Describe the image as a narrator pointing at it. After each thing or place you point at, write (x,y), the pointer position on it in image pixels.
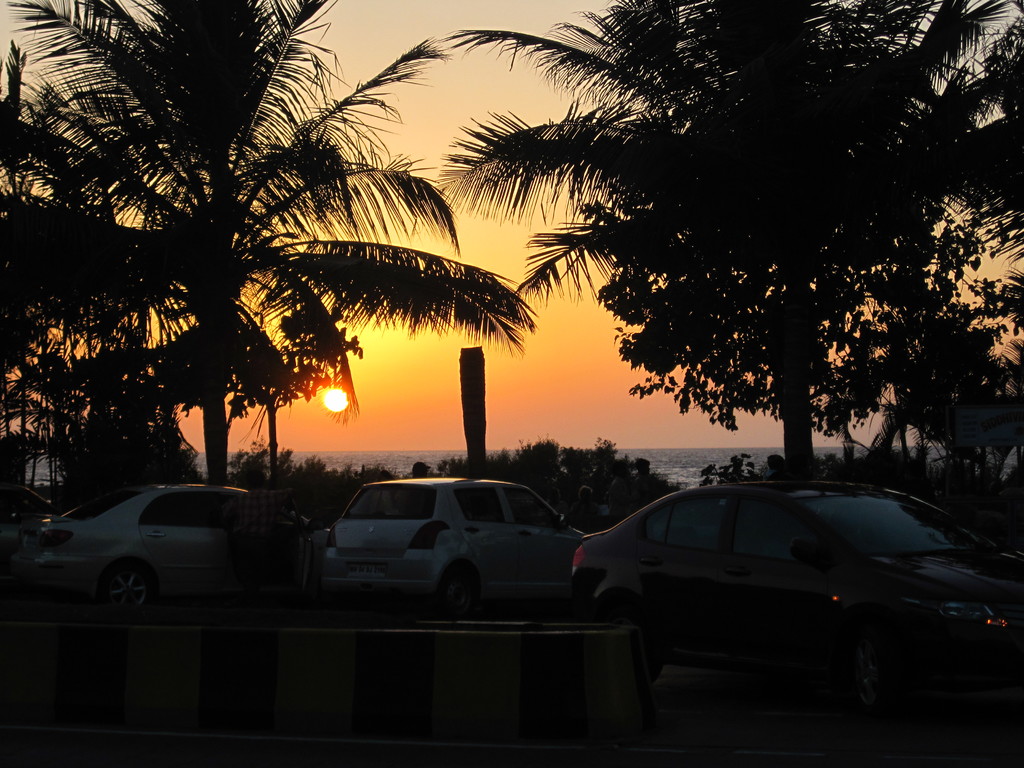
On the bottom (798,614) we can see many cars (605,609) on the road (527,756). On the background (204,300) we can see trees (208,384), plants (597,470) and water (696,465). Here we can see sun (327,395). On the top (496,91) there is a sky (423,91). On the bottom (343,681) we can see fencing (207,723).
